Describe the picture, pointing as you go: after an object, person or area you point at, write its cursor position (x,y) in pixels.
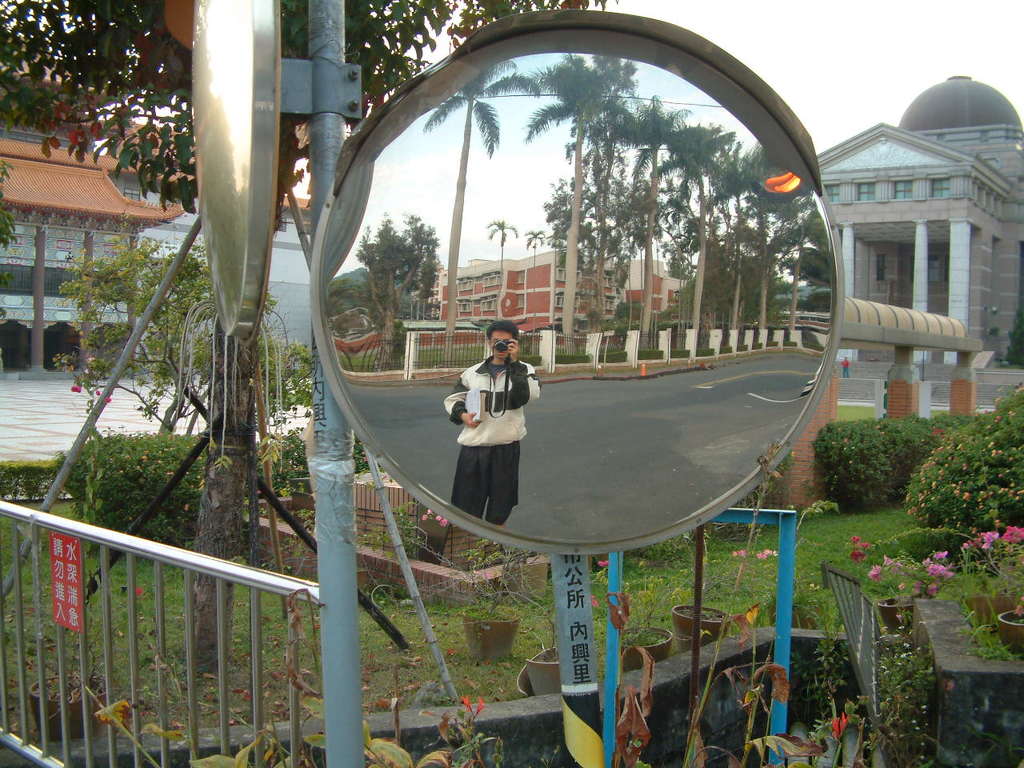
In a mirror (810,314) we can see the reflection (742,283) of a building (679,283), trees (713,269), fence (628,353), road (579,466). We can see a man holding a camera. In the background (899,128) we can see the sky (864,27), trees (292,11), buildings (967,249). Far we can see a person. We can see the railing (256,583), board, grass (851,572), flower pots (676,629) and the plants (1011,508).
